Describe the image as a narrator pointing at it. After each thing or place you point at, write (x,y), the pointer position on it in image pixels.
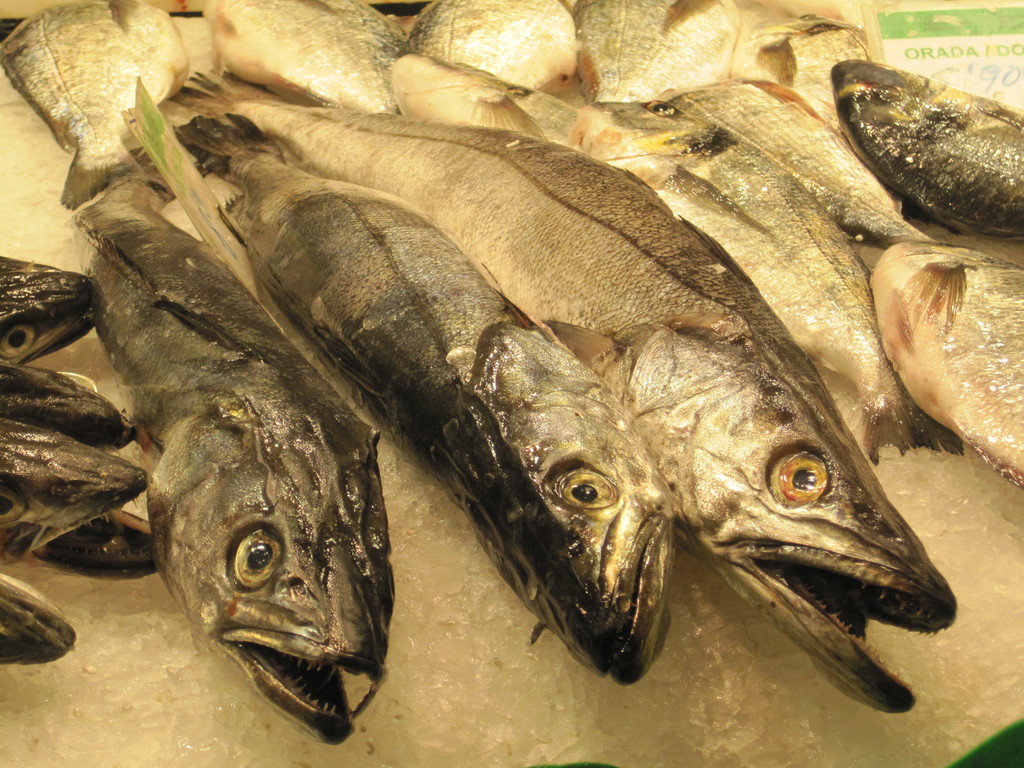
In this image there are fishes (853,666) on the ice (791,672), there is an object (911,54) that looks like a board (930,44) towards the right of the image (953,43), there is text (966,51) on the board (958,58), there is an object (985,758) towards the bottom of the image (999,752).
